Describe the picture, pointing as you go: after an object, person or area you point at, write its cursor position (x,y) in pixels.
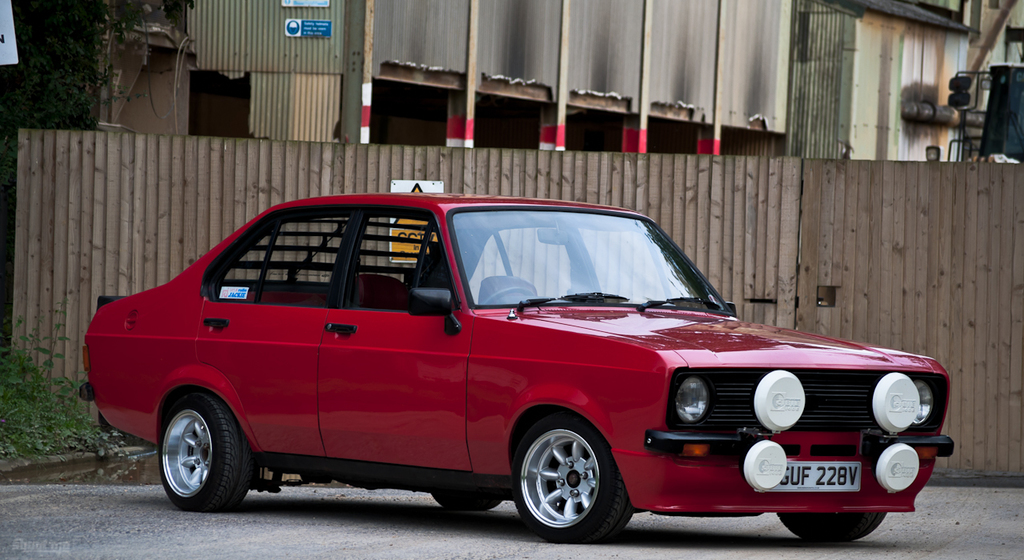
In this image we can see a red color car (519,477).
